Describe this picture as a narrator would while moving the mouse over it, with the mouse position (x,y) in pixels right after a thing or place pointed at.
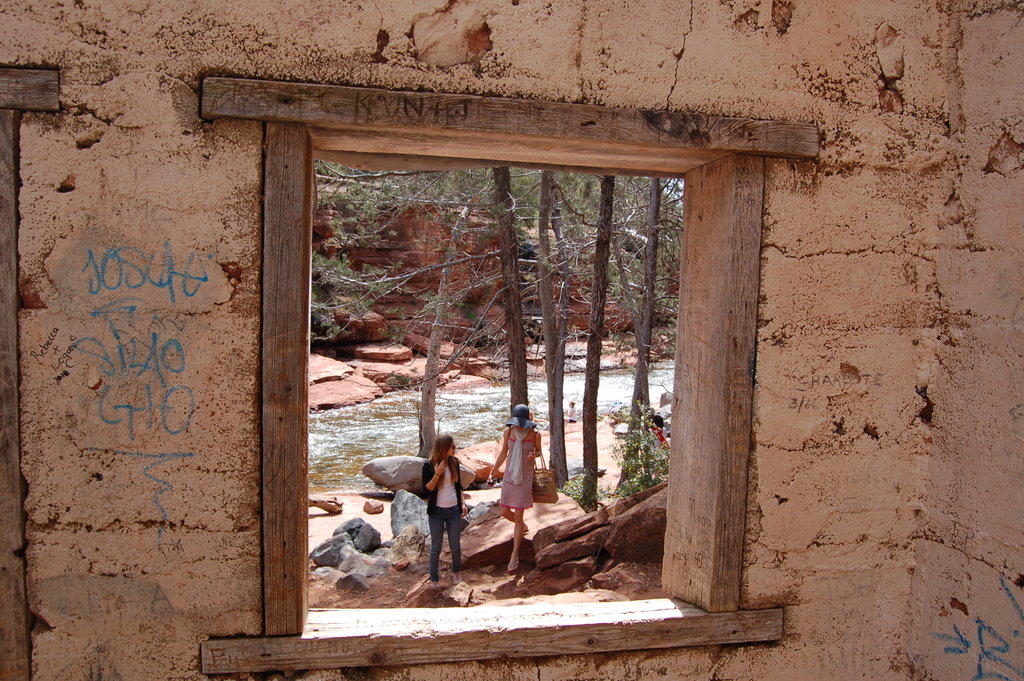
In this image there is a wall (123,39) and a window (286,593). We can see people (571,410), trees (564,425), canal (366,461) and rocks (493,311) through the window (616,648).
